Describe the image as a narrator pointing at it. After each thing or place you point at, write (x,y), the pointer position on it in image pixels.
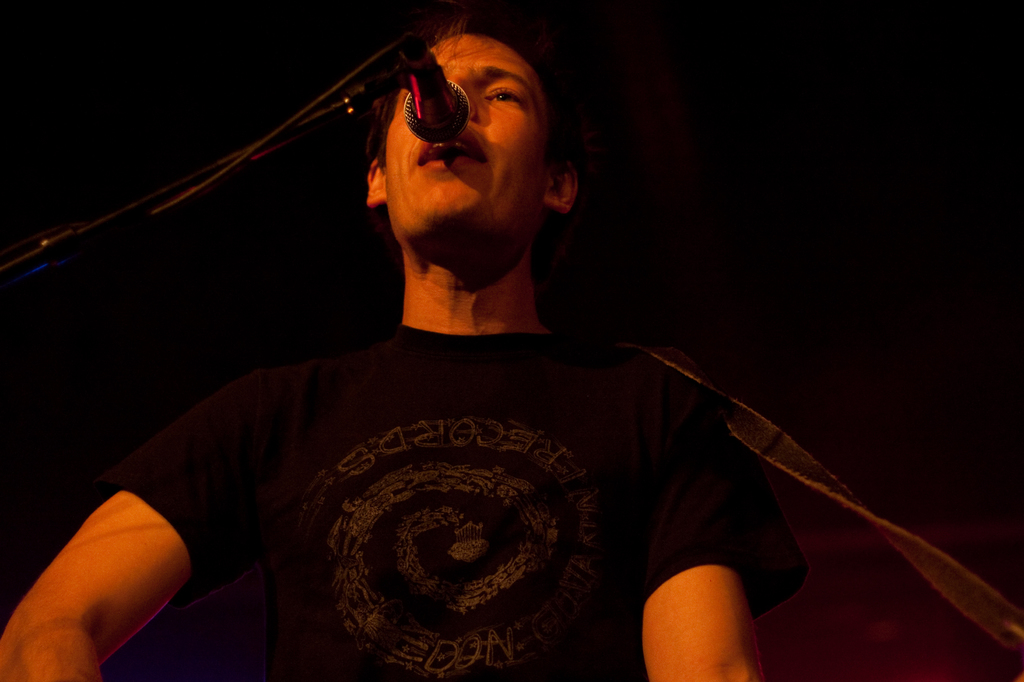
In this image person (451,238) is singing a song and in front of him there is a mike (413,114).
